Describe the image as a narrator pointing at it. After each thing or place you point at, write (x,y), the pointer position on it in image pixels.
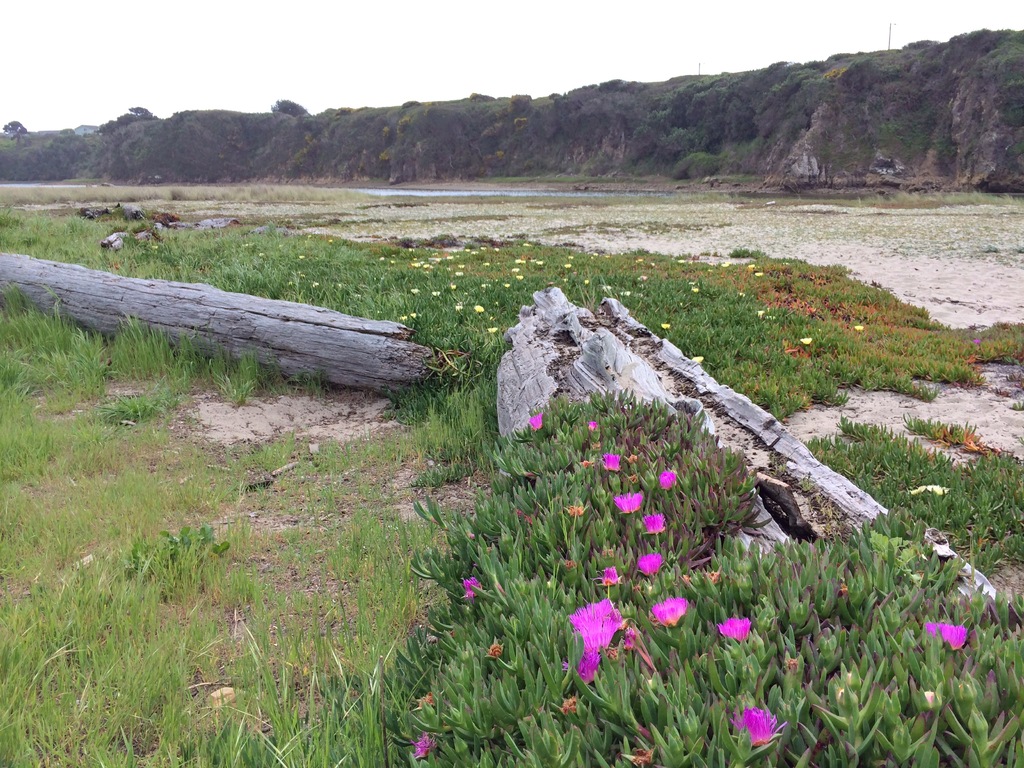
In this image, we can see the ground (242,469). We can see some grass (230,722), plants (668,617) with flowers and trees (83,163). We can also see some water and hills (888,57). We can see some poles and the sky (793,57). We can see some trunks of trees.
